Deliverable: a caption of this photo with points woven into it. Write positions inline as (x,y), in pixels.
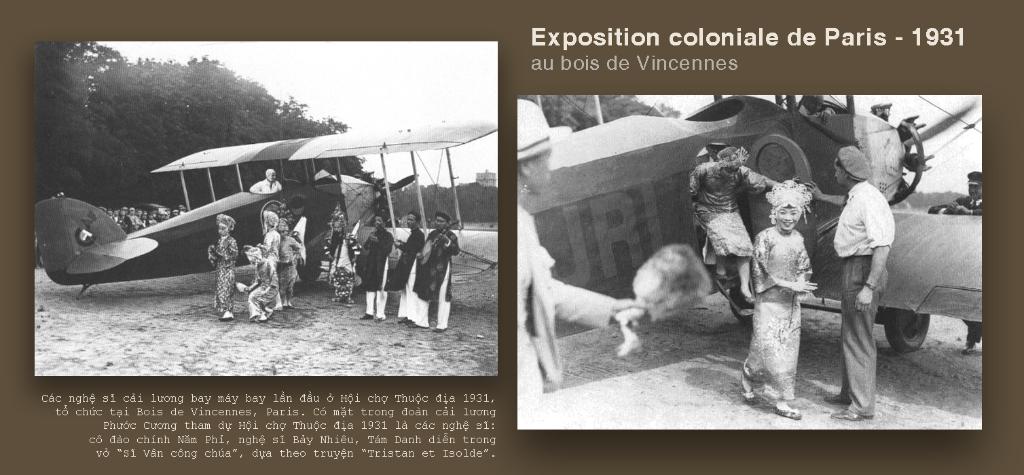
This is a black and white picture. Here we can see few persons (436,238) on the ground (617,360). There is an air plane (400,235). In the background (435,59) we can see trees (494,220) and sky (394,118).
